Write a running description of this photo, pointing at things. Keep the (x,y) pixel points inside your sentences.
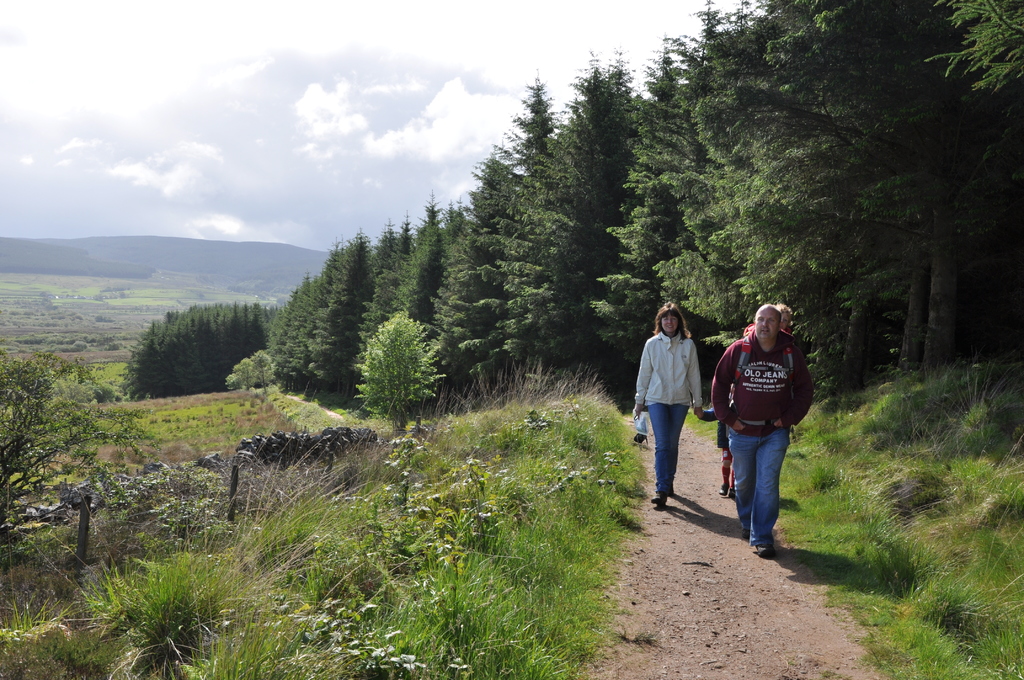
In this picture I can see few trees (467,340) and a hill (250,274) and grass (340,552) and few people (746,510) walking and a cloudy Sky (260,102).
